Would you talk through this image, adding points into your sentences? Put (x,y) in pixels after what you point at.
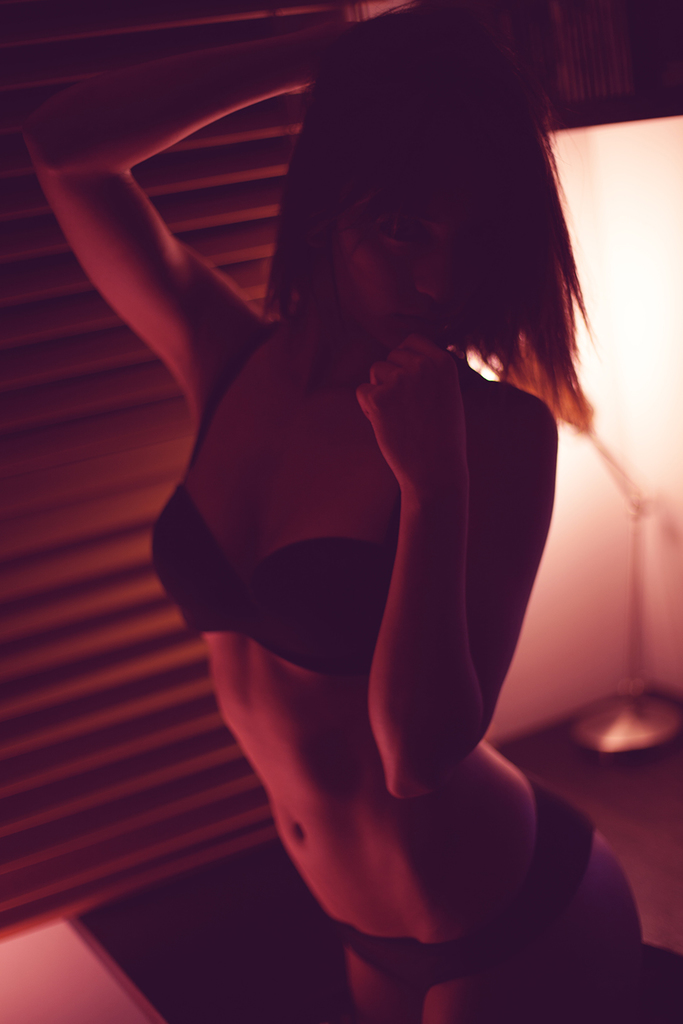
In this picture I can see a girl (404,554) in the middle (386,504), on the right side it looks like a metal rod (633,581).
